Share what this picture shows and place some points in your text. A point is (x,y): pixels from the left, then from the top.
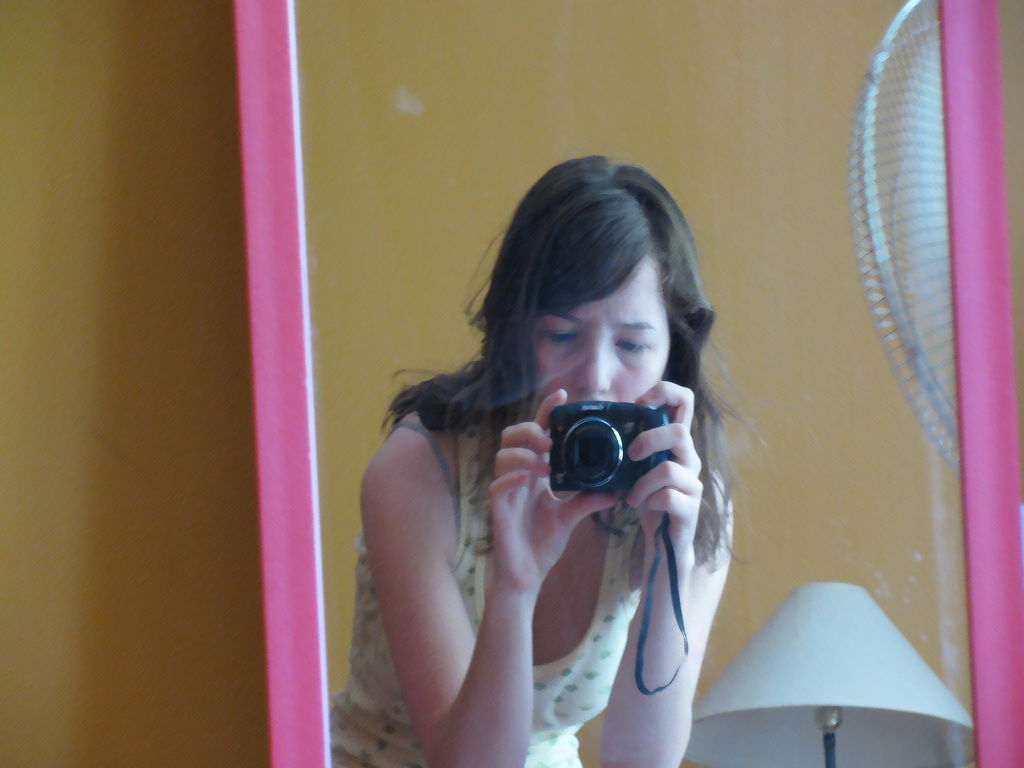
In this image we can see a mirror (404,107). In the mirror (474,374) we can see reflection (498,656) of a lady (501,546) holding camera (598,489), lamp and part of a fan (855,209). In the background (99,259) there is a wall (94,373).
